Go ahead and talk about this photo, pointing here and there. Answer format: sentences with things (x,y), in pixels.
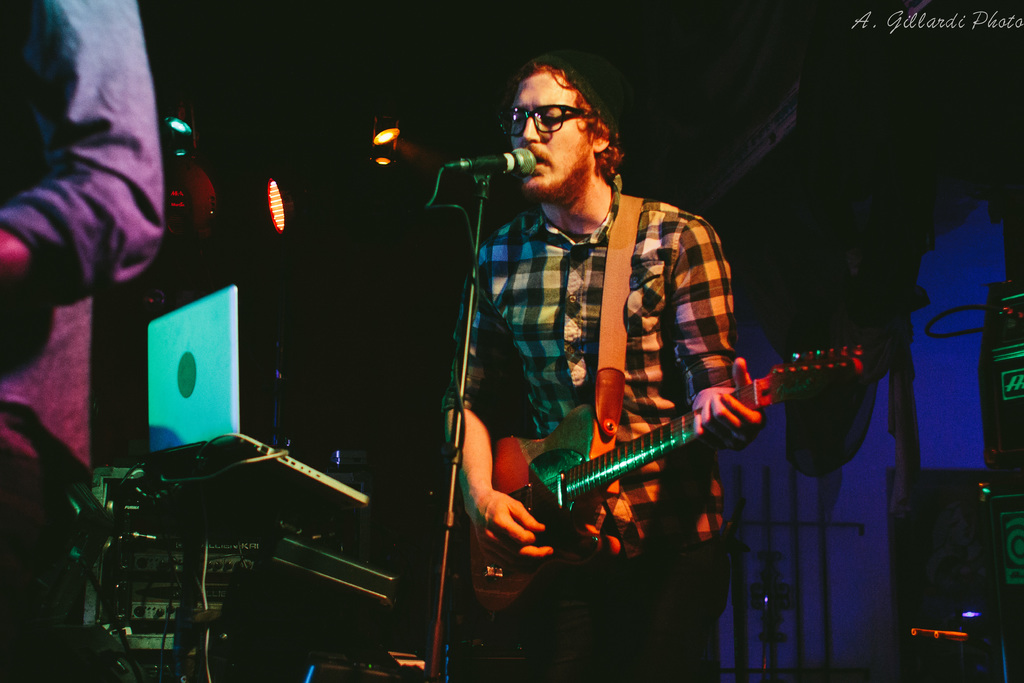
In this image, In the middle (554,281) there is a man (569,277) standing and holding a music instrument (567,448) and there is a microphone (481,159) in black color and he is singing in microphone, In the left side (59,317) there is a person (71,212) standing, In the background (832,549) there is a black color and in the left side (182,422) there is a laptop (198,424) which is in silver color.
